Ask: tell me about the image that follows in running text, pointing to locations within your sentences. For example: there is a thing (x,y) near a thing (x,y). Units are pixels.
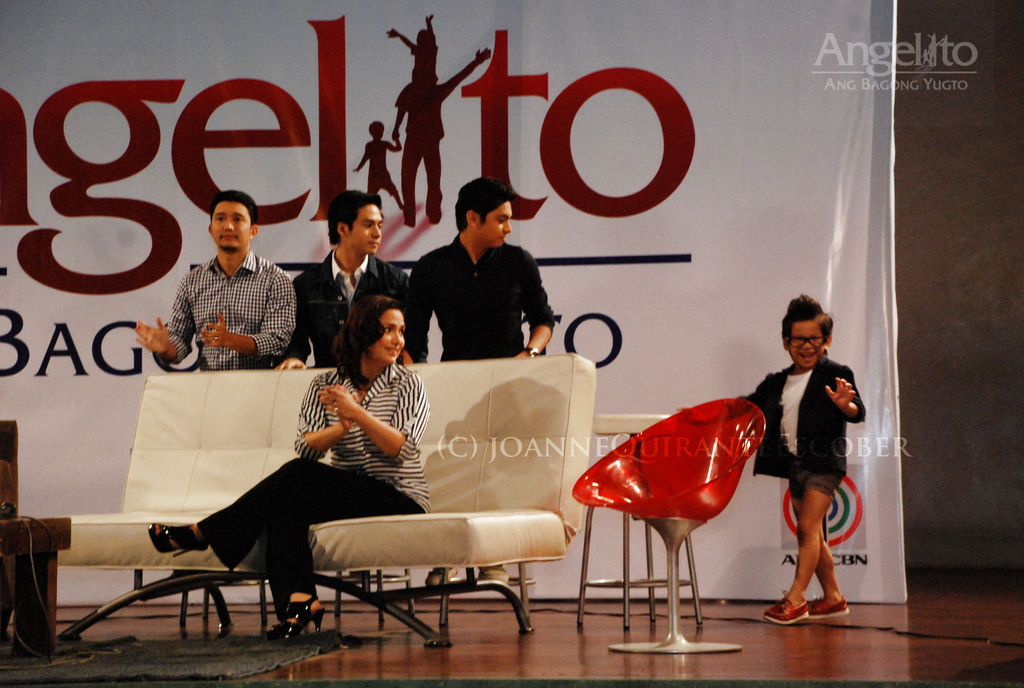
In this image, we can see a lady (308,424) sitting on the sofa (403,528) and we can see a chair (597,474) and some stands (6,457). In the background (195,199), there is some text (286,115) and there are logos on the banner (776,309) and there are some people (455,334). At the bottom (475,635), there is a floor (252,629).
